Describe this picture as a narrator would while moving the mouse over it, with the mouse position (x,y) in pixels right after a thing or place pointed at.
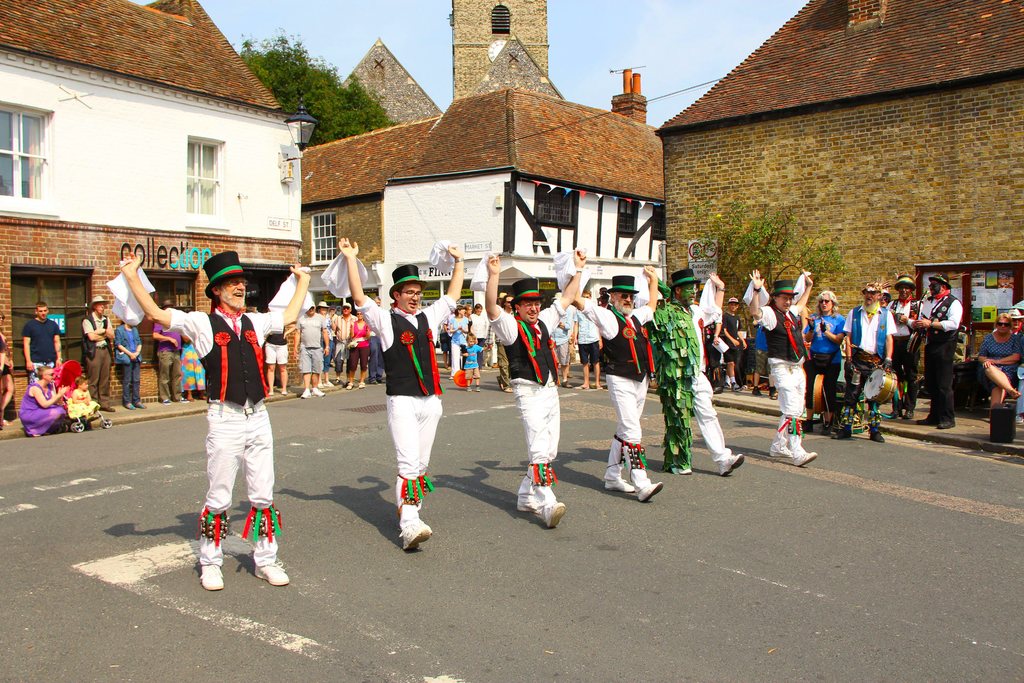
In this picture there is a group of men (388,366) wearing black coat (416,374) and white shirts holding handkerchiefs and dancing. Behind there is a white color shade house (416,167) and brown brick houses (712,195) with roof shed (547,143).
